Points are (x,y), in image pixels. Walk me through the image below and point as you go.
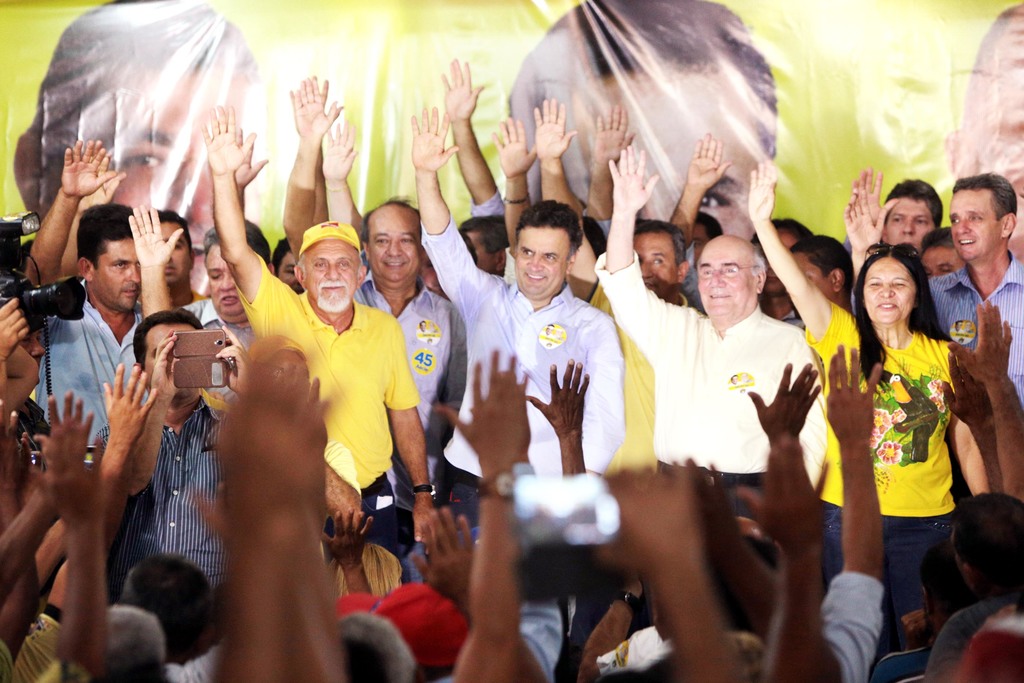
In this image, we can see some people (513,303) standing and they are raising their hand (224,167), in the background (361,178) there is a poster (532,61).
